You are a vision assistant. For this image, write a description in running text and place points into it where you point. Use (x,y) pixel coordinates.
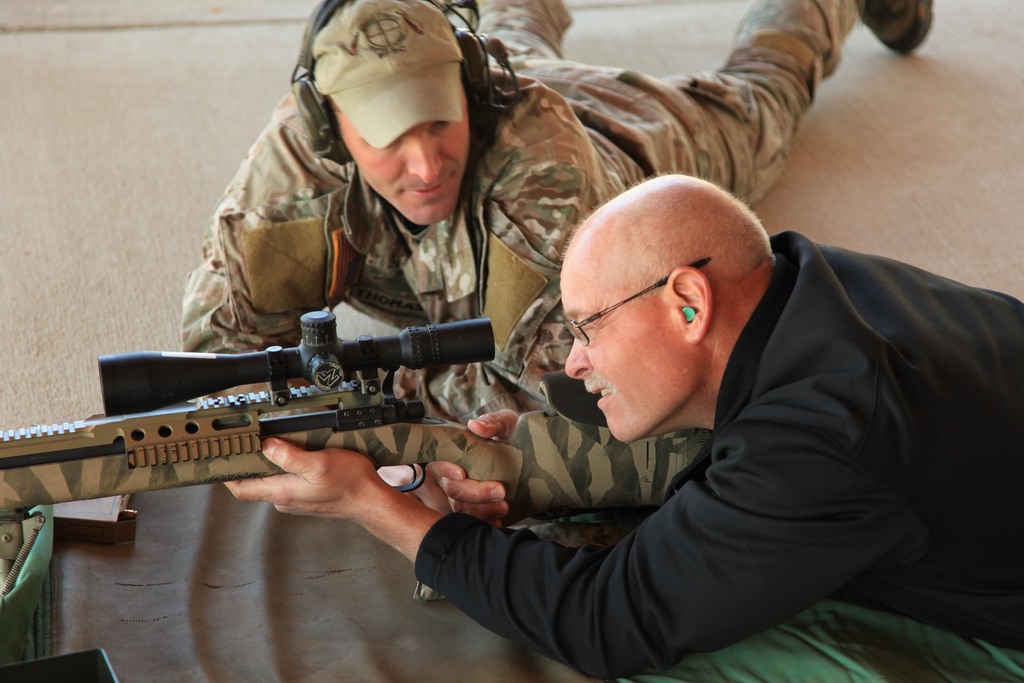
In the image there are two men (450,292), they are in lying position and the first man (757,413) is holding a gun (301,429) and behind him another man (498,227) is watching.
